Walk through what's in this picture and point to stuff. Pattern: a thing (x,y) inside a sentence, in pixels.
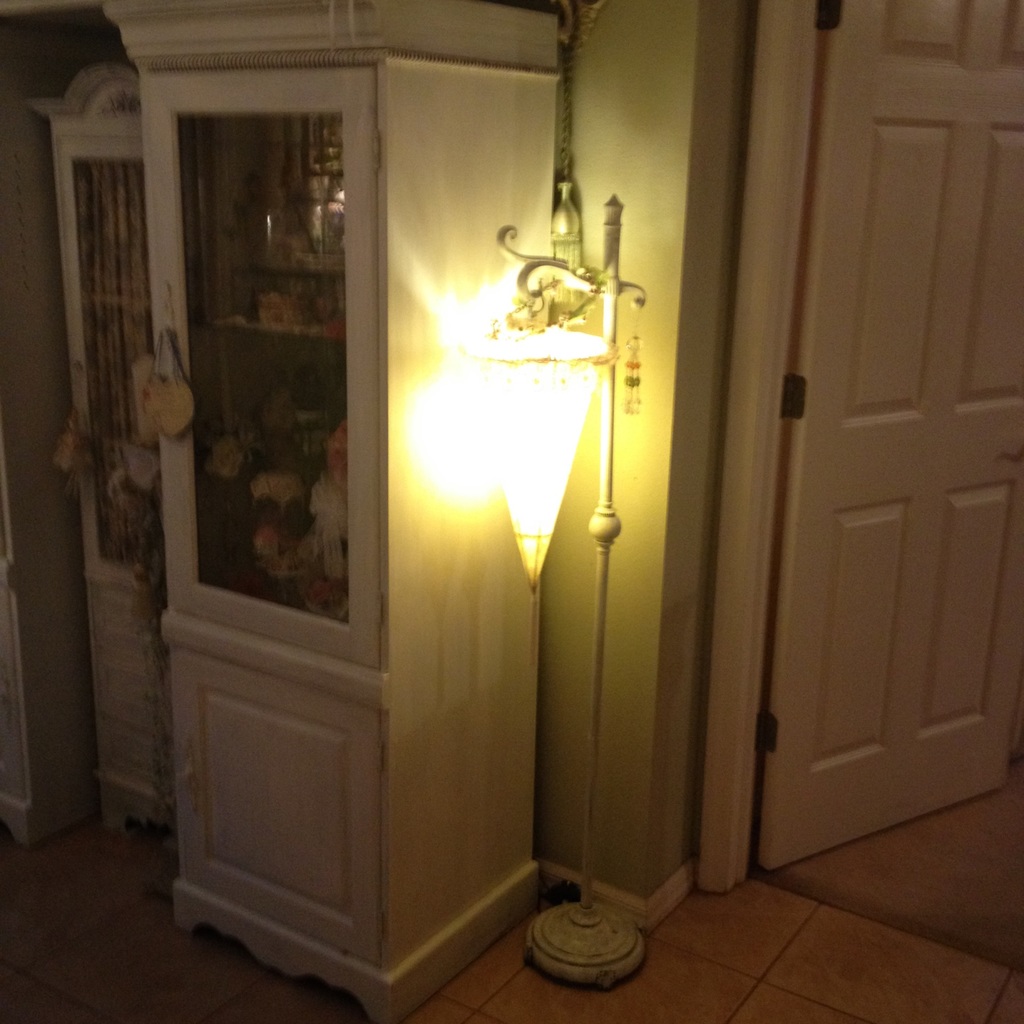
This picture is taken inside the room (799,867). In this image, on the right side (877,549), we can see a door (952,559) which is opened. On the left side (110,492), we can see a shelf (324,615), in the shelf (189,327), we can see some dolls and decorations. In the middle of the image (599,648), we can see a lamp (630,926), at the bottom (815,917), we can see a floor (859,976) and a mat (933,906).
